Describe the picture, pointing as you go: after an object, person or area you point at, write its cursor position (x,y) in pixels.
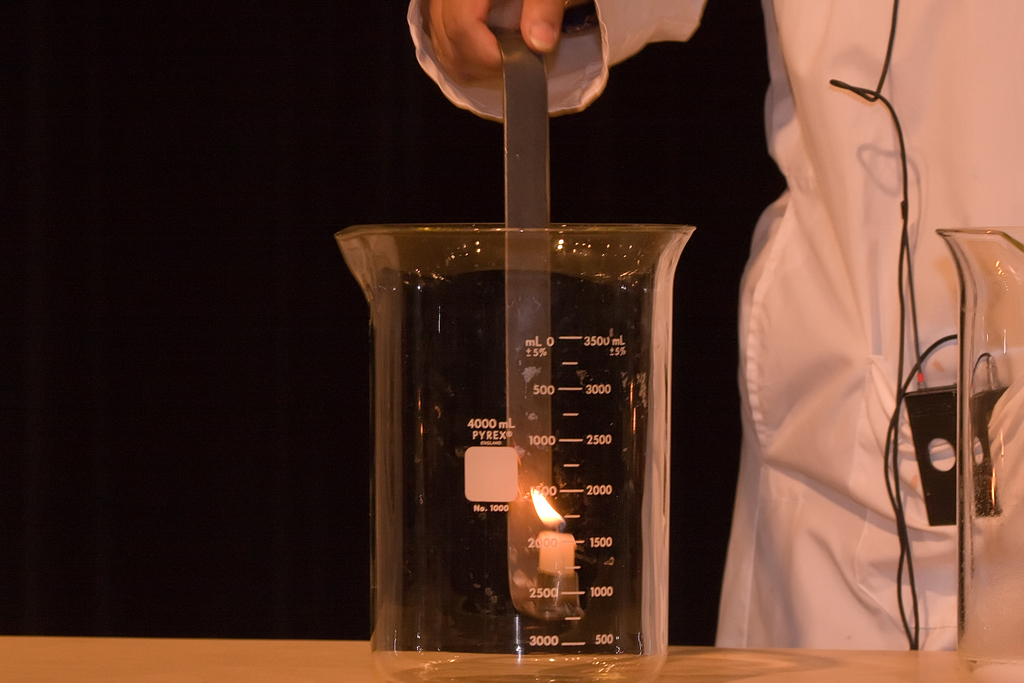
In the picture I can see a person (744,298) is holding a metal object (544,159) in the hand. The person (858,198) is wearing white color clothes (883,286) and some other objects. Here I can see a candle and glass objects (505,575) on a surface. The background of the image (91,268) is dark.
